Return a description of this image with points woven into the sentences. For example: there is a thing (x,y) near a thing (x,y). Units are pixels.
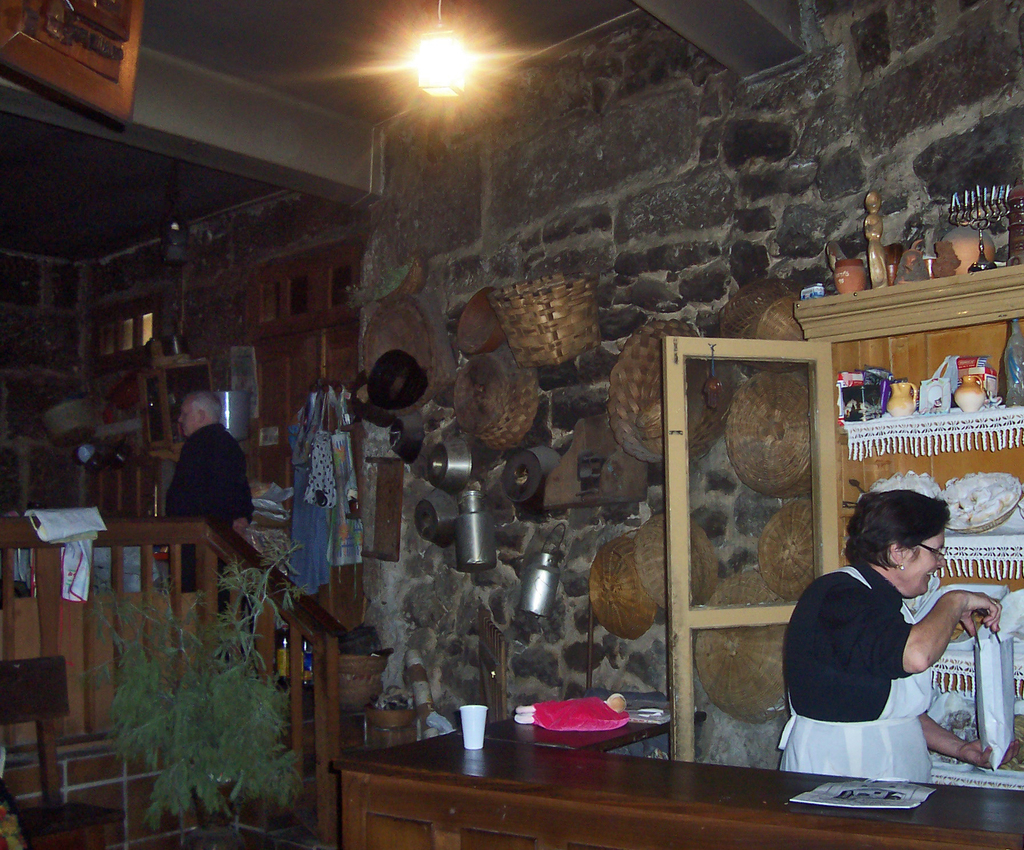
In this picture there is a woman (880,543) who is standing near to the platform (608,806) and shelves (953,573). On the shelves (1009,284) I can see many objects (984,477). On the platform (793,794) I can see the glass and cloth (581,713). On the left (176,504) I can see the man (245,527) who is standing near to the wooden fencing (211,593), beside him I can see the baskets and other objects (298,436) which are placed on the wall (526,531). At the top (440,64) there is a light (426,86) which is hanging from the roof (381,55).
